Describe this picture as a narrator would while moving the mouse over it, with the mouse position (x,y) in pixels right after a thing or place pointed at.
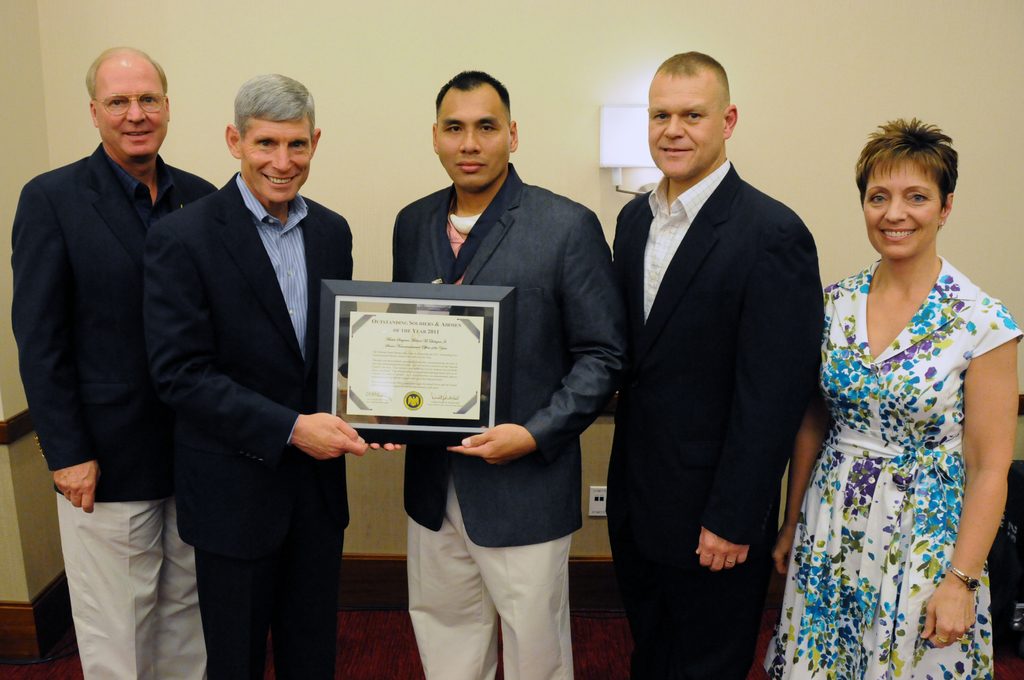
In this image there are some people (60,367) who are standing and smiling, and two of them holding some shield (429,329) and in the background (475,31) there is a wall (34,571). At the bottom (70,658) there is floor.
